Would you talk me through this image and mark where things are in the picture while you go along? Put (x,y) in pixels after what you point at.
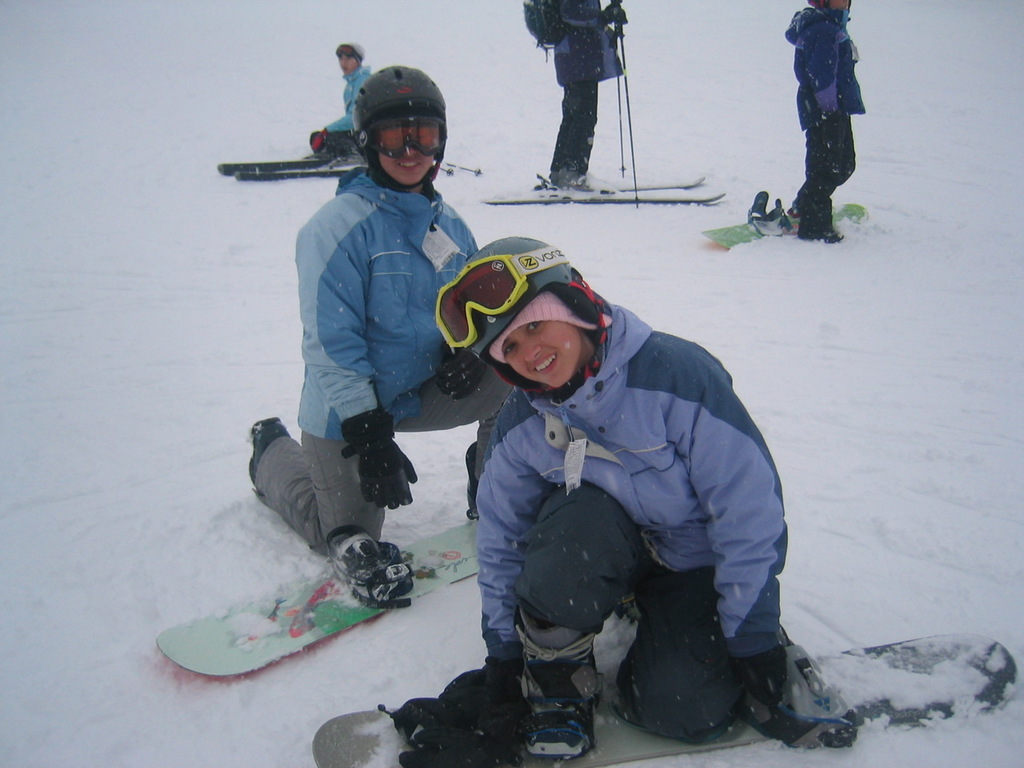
In this picture we can see group of people (379,378), they wore helmets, and we can see snow (172,305), snowboards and skis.
